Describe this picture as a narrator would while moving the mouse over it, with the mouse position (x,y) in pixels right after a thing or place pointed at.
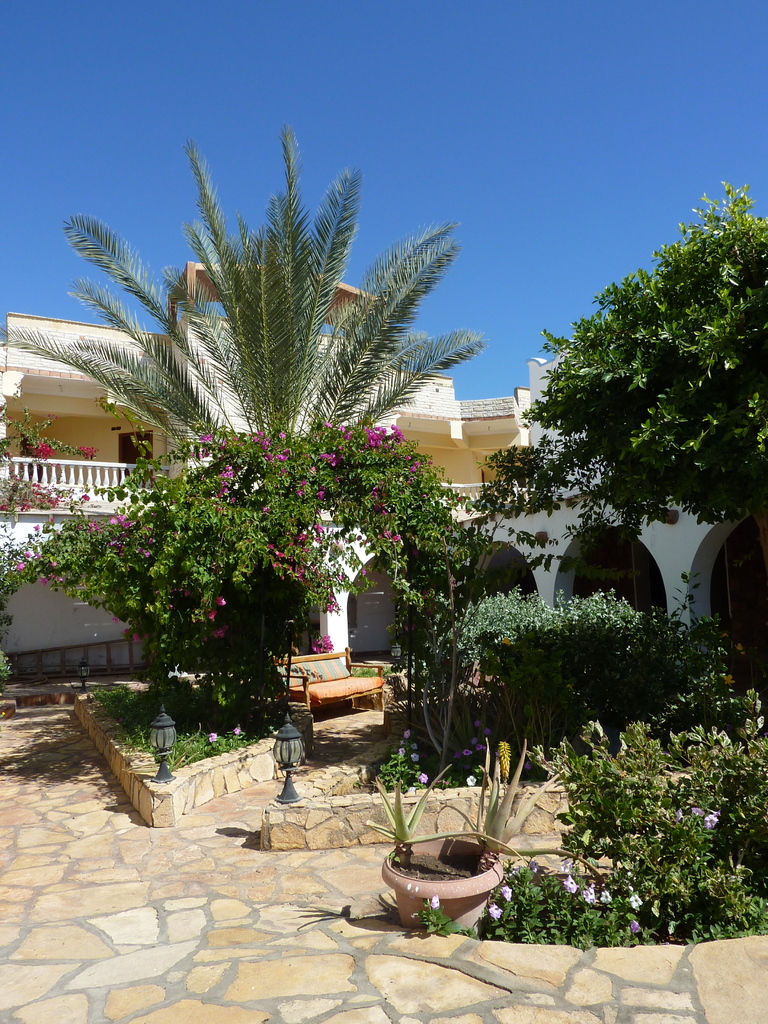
In this image in front (712,824) there are plants (387,793), lights (300,755) and a bench (327,673). At the bottom of the surface (303,961) there is a floor (355,939). At the back side (264,498) there are trees (434,347), buildings (410,410) and sky (516,66).
